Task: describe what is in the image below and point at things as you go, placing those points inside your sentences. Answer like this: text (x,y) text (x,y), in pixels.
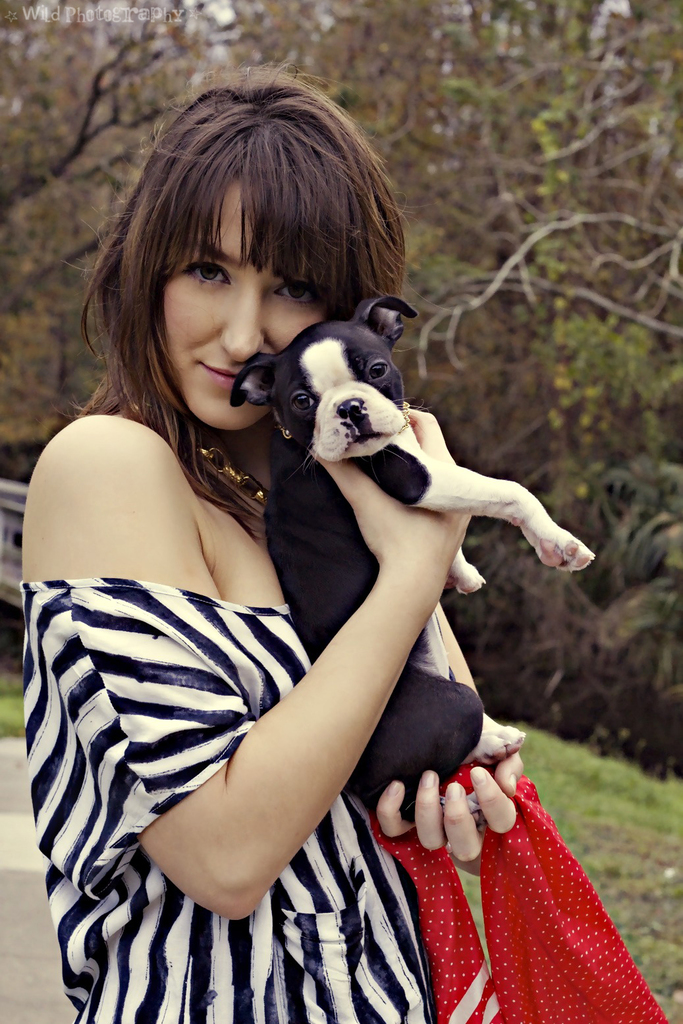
There is a woman (257,94) who is holding a dog (368,339) with her hands (420,438). This is grass (593,771) and there are trees (91,91).
